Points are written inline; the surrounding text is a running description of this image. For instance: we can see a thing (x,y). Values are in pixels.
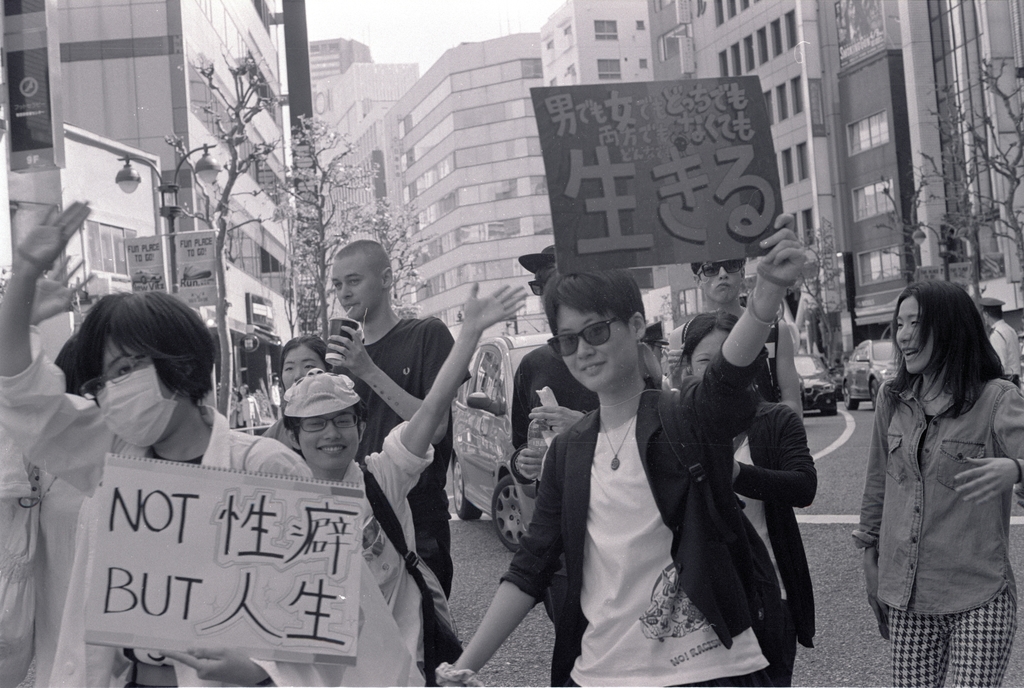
In the image we can see there are people (580,320) standing and they are holding banners (326,585) in their hand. There are cars (523,502) parked on the road (850,428) and there are trees (345,173). Behind there are buildings (114,127) and there is a street light pole (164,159). The image is in black and white colour.
